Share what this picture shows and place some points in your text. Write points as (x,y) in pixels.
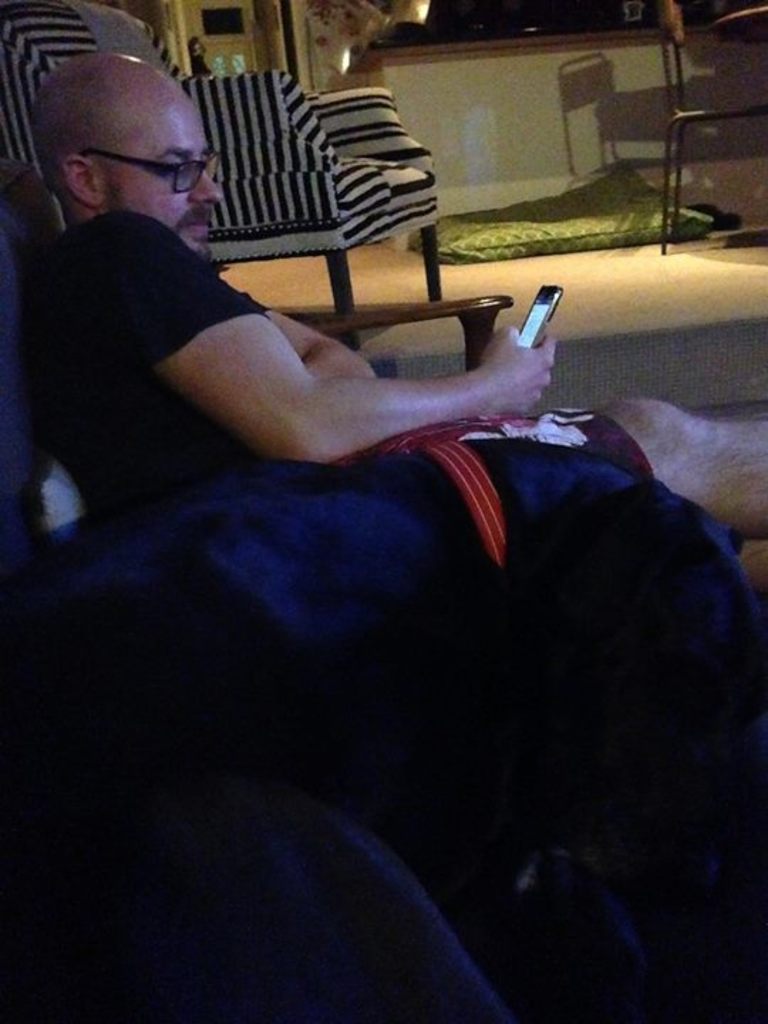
In this image, we can see a person (513,370) wearing spectacles (186,181) is holding a mobile phone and sitting. We can also see a pet (264,727). We can see the ground (534,259) with an object (602,218). We can see some chairs (261,195). We can see the desk (700,33) and the wall (198,26). We can also see an object (372,37) at the top (401,31).
